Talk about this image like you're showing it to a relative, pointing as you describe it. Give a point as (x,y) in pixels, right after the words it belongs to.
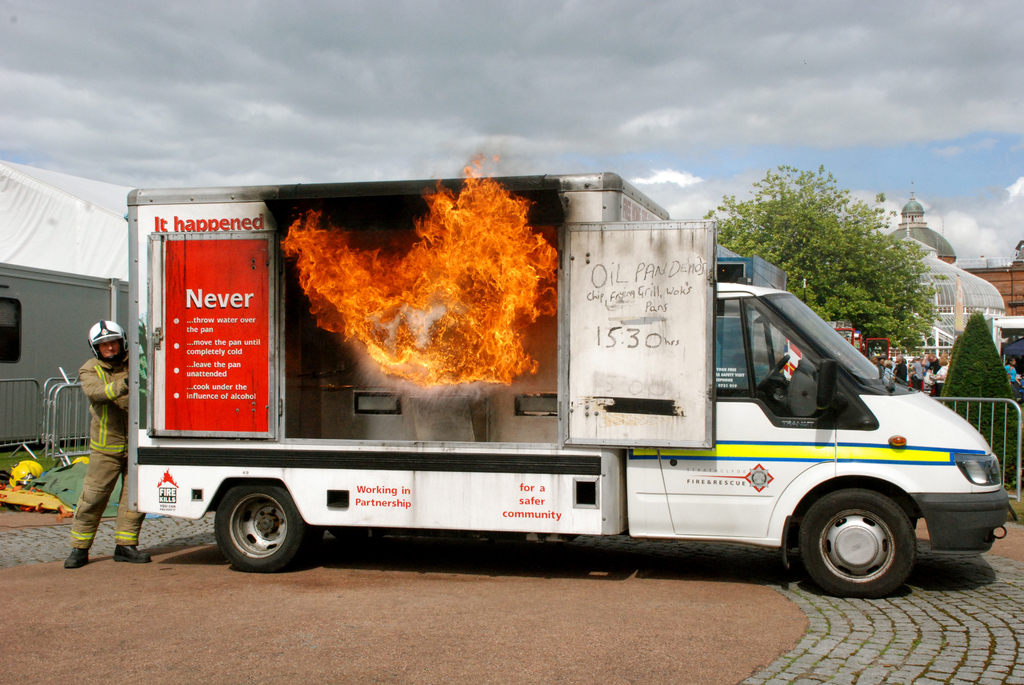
In this picture I see a van (599,509) in front (249,379) which is on fire (417,272) and I see a man (88,385) behind this van (148,402) and I see something is written on the van (565,388) and I see the path (305,625). In the background (943,319) I see the buildings (925,244), few people (914,360), plants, a tree (816,238) and the cloudy sky (394,90).
